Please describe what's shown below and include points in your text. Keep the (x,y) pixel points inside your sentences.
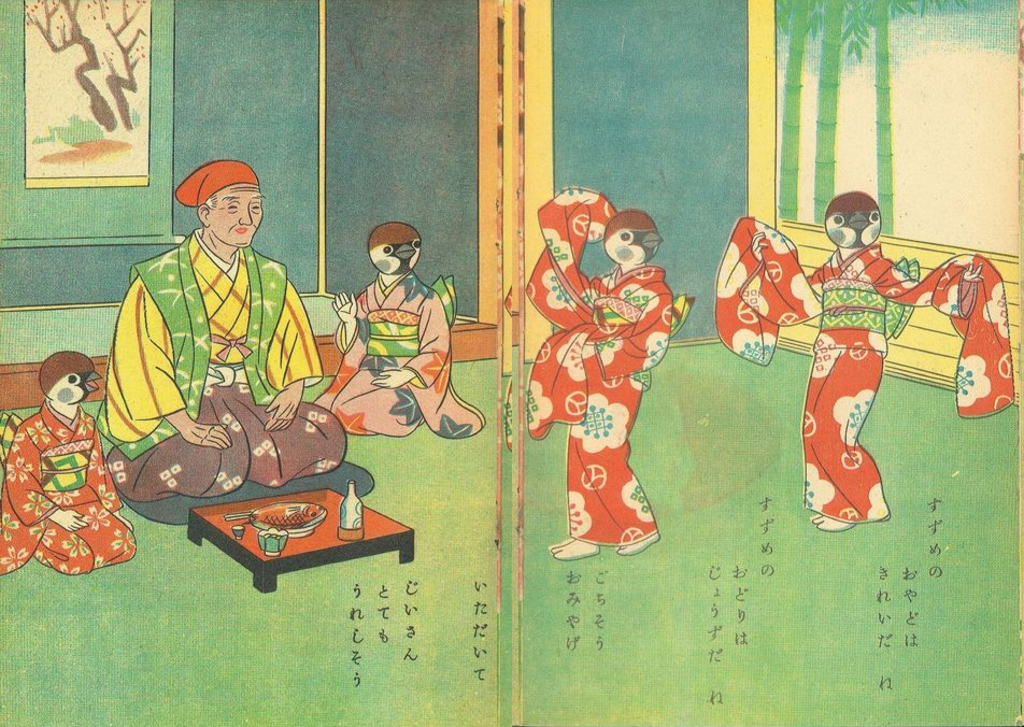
In this picture there is a man (292,434) sitting. There is a glass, plate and bowl (262,550) on the table (283,553).
